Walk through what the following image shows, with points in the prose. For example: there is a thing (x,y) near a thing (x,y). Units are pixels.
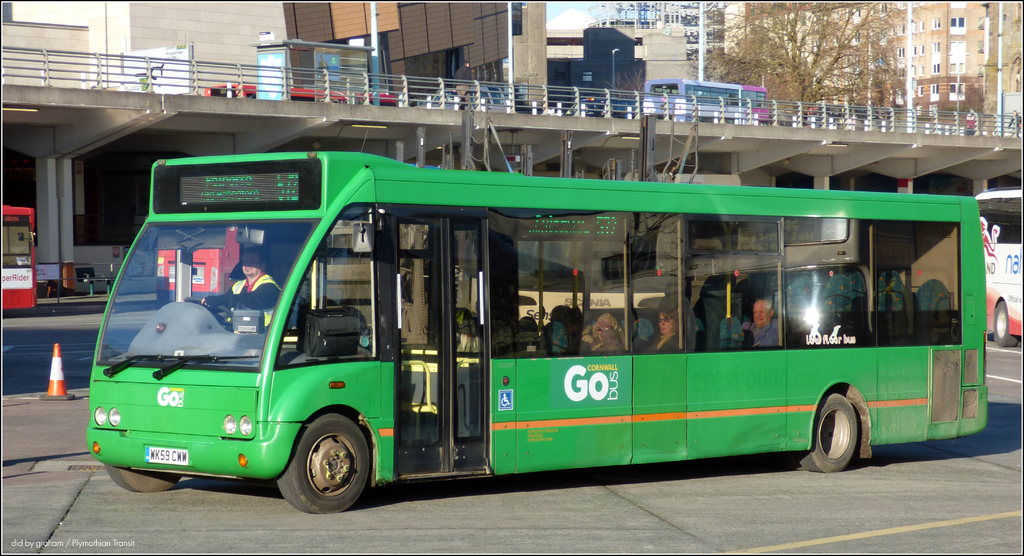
In this picture I can see the road (210,513) on which there is a bus (306,429) in front (285,287) in which there are people (269,294) sitting and on the bus (222,383) I can see something is written. In the background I can see few more vehicles (983,204). On the top of this picture (263,117) I can see a bridge (198,98) on which there are few vehicles (746,101) and I see few persons (966,114). In the background (135,16) I can see the buildings (164,9) and the trees (793,30) and I can see a traffic cone (55,362) on the left side of this image (51,395). I can also see the watermark (45,543) on the left bottom corner of this image (30,541).
